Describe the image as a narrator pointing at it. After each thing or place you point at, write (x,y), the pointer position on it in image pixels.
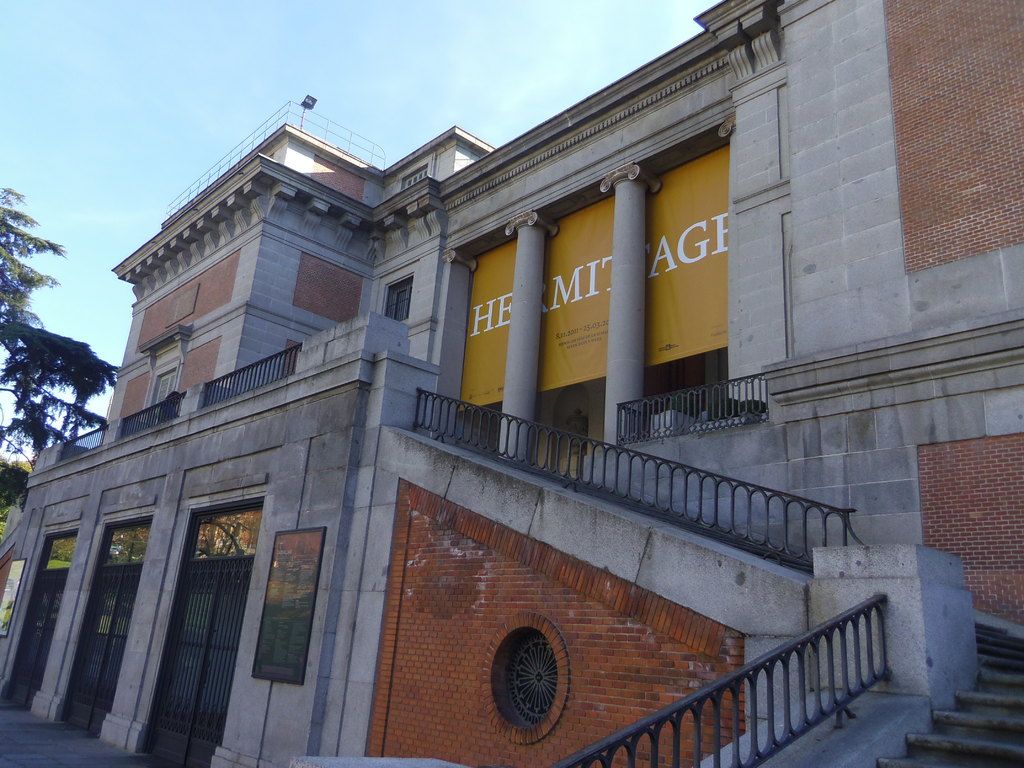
In this image we can see building (472,411) which has stairs (937,759), gate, stone pillars (638,288) there is wording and in the background of the image (63,359) there are some trees (67,382) and top of the image (73,246) there is clear sky (98,287).
